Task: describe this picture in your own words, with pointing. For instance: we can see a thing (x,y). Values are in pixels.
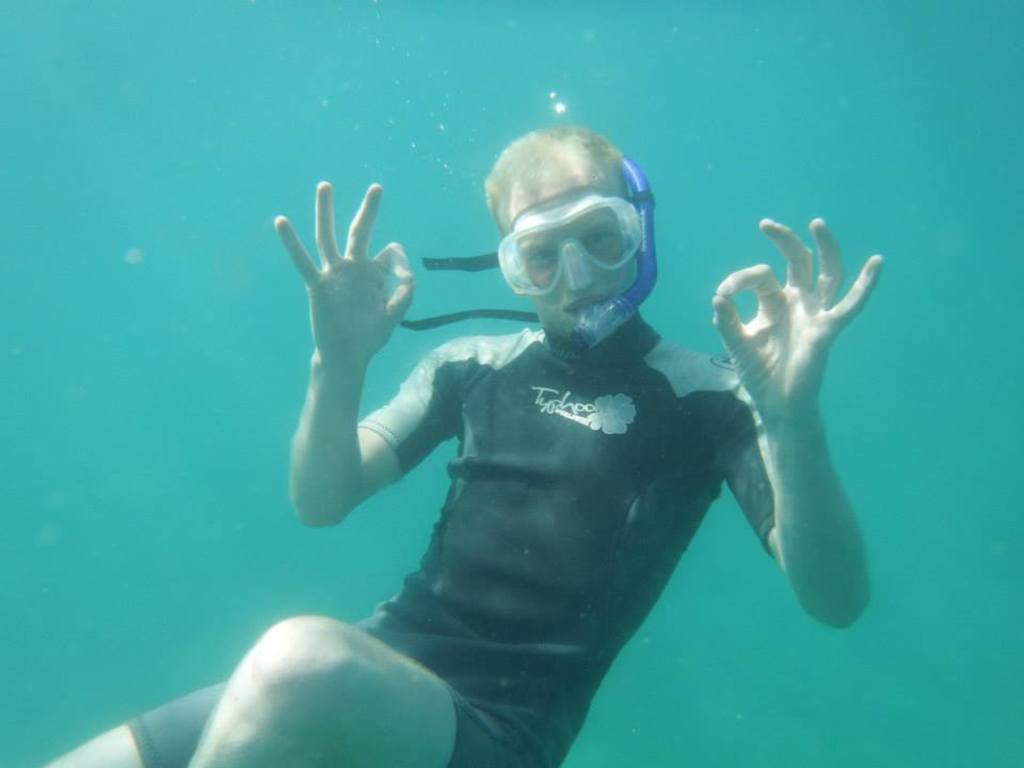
This picture is taken in the water (738,717). In this image, in the middle (418,402), we can see a man (765,471) wearing a black color shirt (769,506). In the background (416,471), we can see a water (935,254).
